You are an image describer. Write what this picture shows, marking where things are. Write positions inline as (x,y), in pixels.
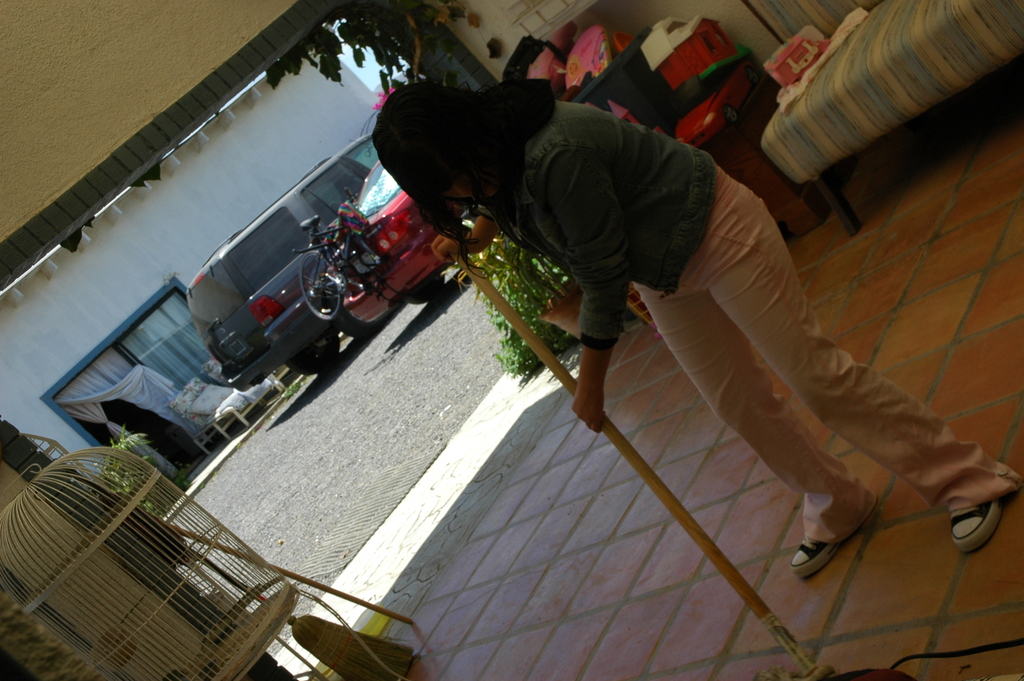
On the left side of the image (110,427) we can see a door (122,411), curtain (158,405), chairs (224,414) and road (224,469). In the middle of the image (360,272) we can see cars (295,226), a bicycle (377,264) and a lady (502,136) where is she holding something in her hands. On the right side of the image (842,94) we can see a bed (844,120) on which some objects (804,47) are there.
